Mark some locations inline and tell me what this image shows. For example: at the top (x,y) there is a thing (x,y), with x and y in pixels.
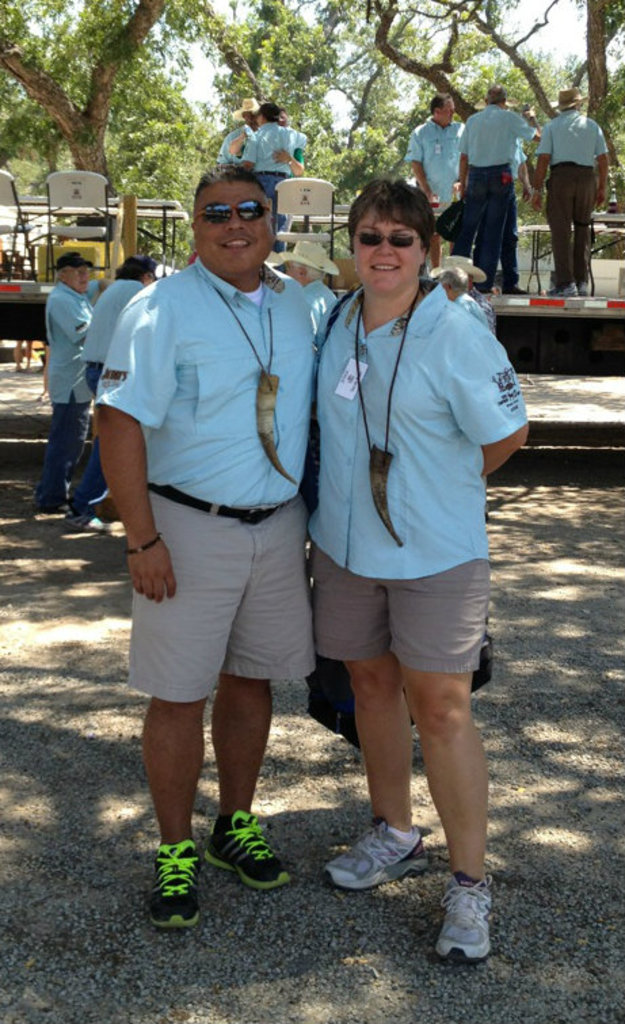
In this picture we can see two people (182,709) standing, they are smiling and in the background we can see people (105,310), chairs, trees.
